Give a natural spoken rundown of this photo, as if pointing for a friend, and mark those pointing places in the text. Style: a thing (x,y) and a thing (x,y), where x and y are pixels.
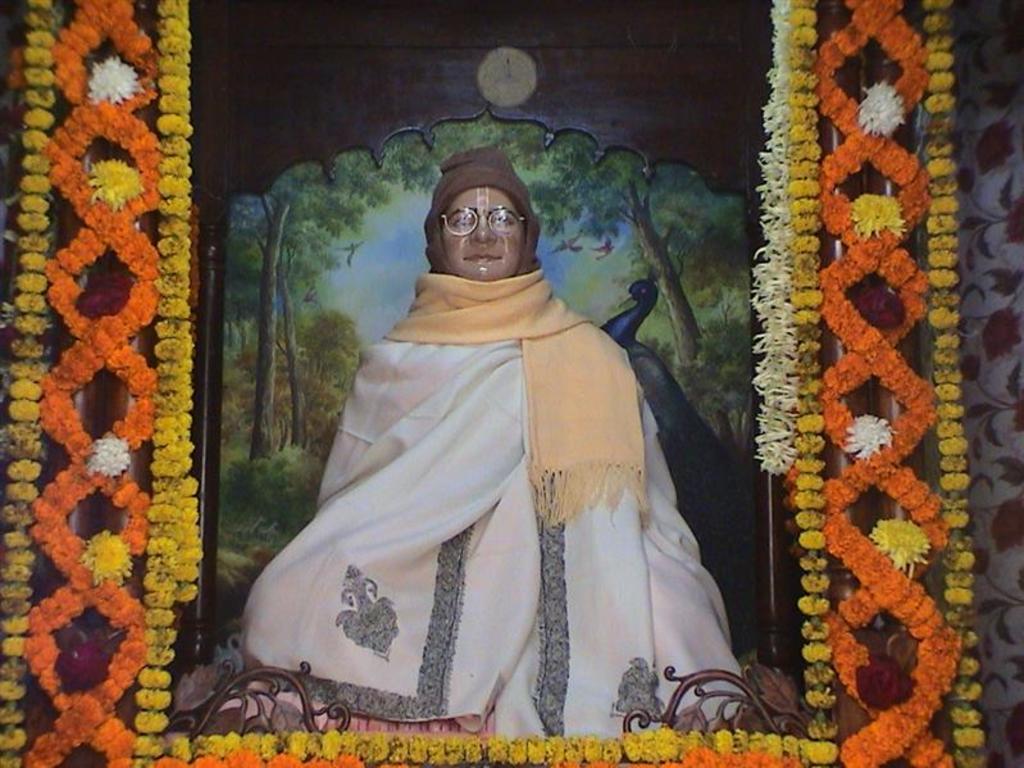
In this picture I can see a statue of a person (358,564), there are flowers (213,759), garlands (137,200), and in the background (324,360) it looks like a poster (324,360).
